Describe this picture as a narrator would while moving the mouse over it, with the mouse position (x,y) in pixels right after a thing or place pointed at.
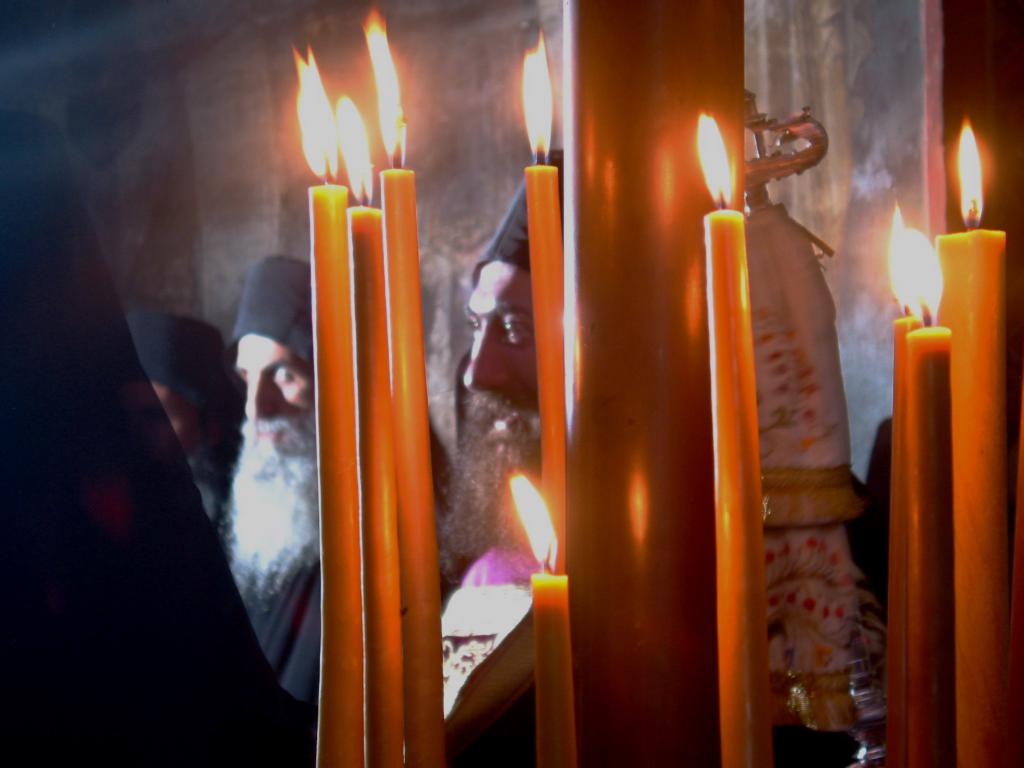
Here in this picture in the front (617,335) we can see number of candles (562,317) which are lightened present over there and behind that we can see people (489,413) present with big beards (264,492) and caps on them over there.
